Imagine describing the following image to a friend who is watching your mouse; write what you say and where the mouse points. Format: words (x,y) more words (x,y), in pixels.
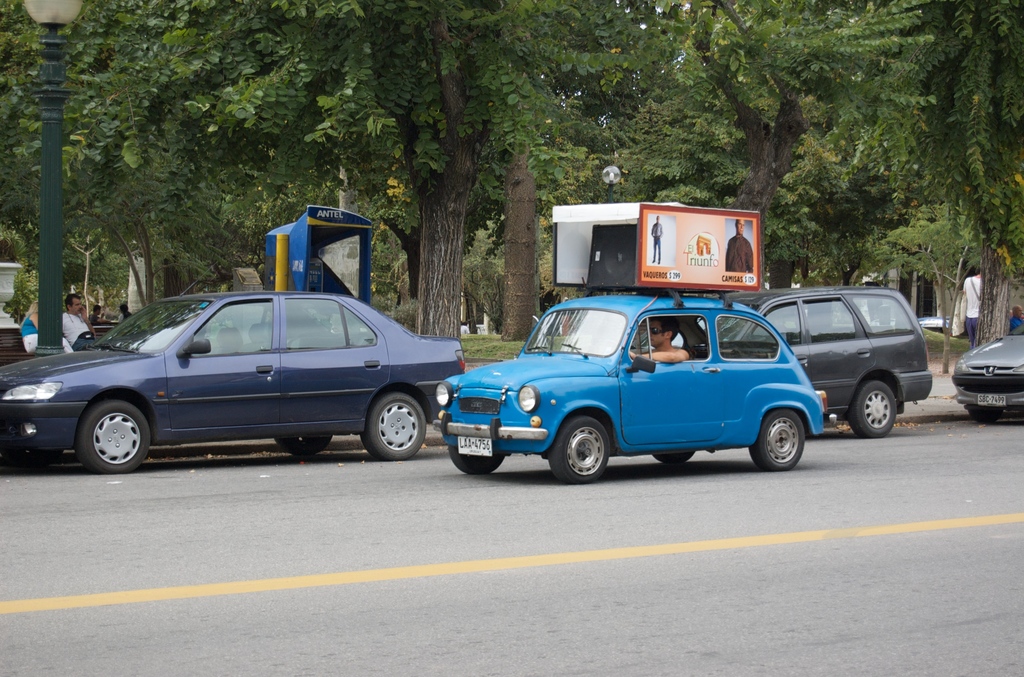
In the picture we can see a road (902,606) on it, we can see some cars (724,363) and behind it, we can see the grass surface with many trees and near it, we can see a pole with lamp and a person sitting near it.
